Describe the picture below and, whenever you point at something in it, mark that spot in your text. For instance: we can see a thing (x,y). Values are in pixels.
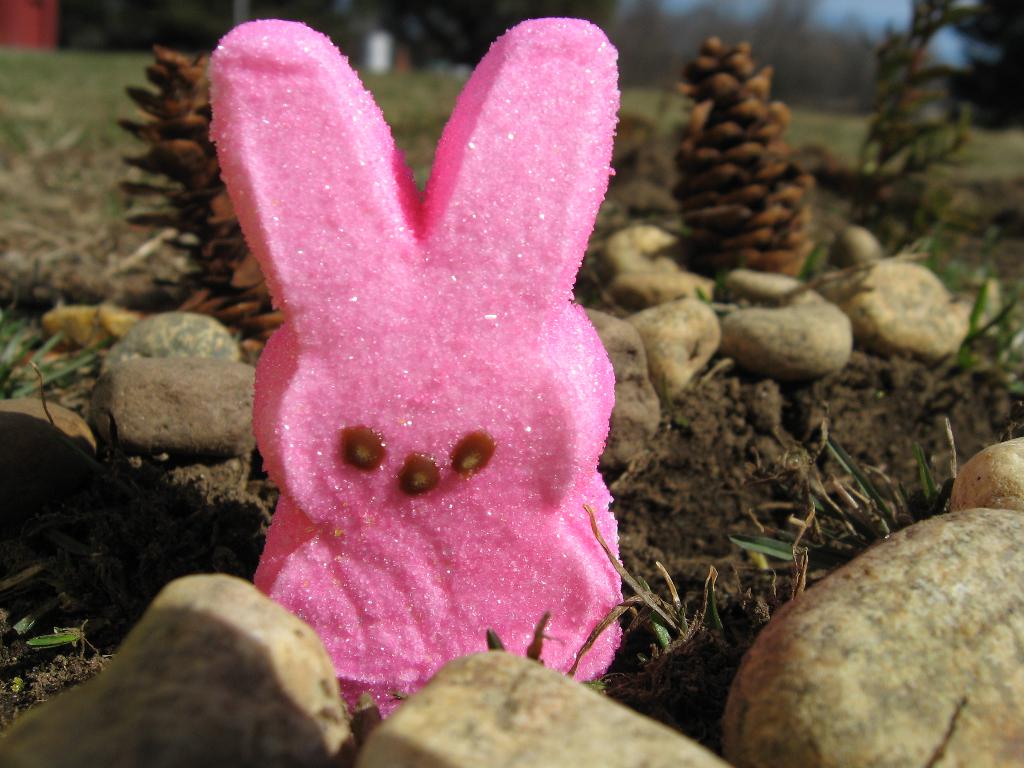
In the foreground of the image (214,620) we can see stones (444,732). In the middle of the image (488,382) we can see a toy (377,559) which is pink in color. In the background of the image (908,376) we can see mud (915,432) and stones (866,288), but it is blurred.
